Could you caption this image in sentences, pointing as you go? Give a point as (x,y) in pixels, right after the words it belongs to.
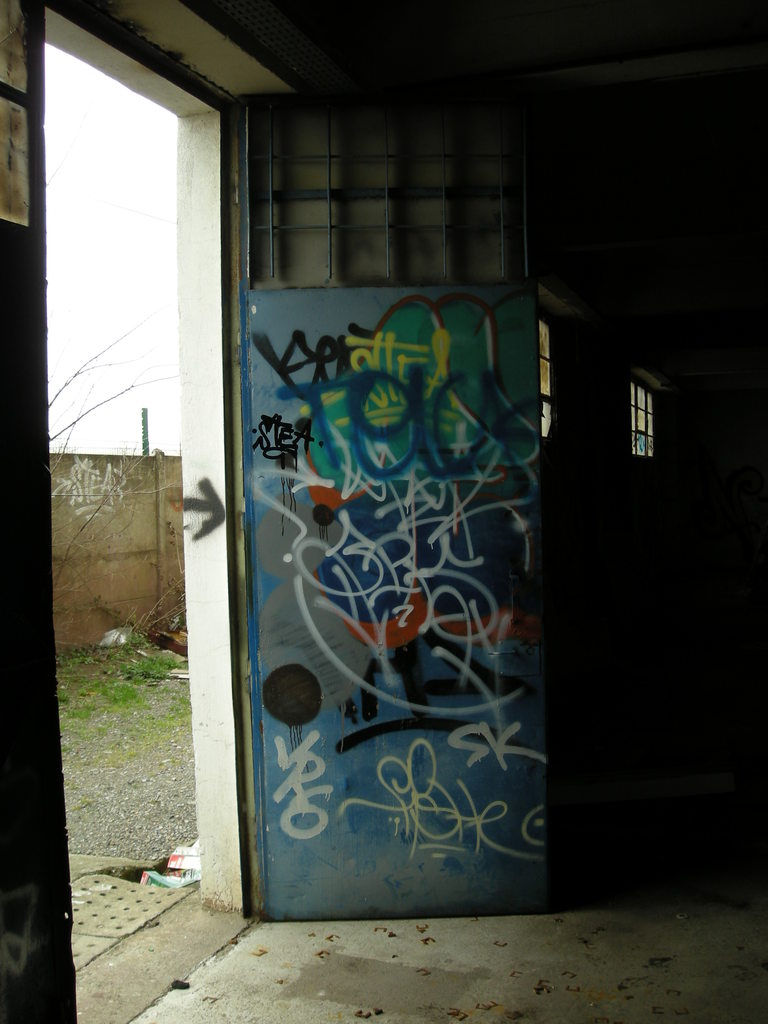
In the center (381,680), there is a door (388,469), on which there are paintings (435,538), attached to the white color wall (208,239) of a building (679,215) which is having windows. In the background (151,511), there is a wall (156,503), there is grass (163,704) on the ground (123,750) and there is sky (114,100).
